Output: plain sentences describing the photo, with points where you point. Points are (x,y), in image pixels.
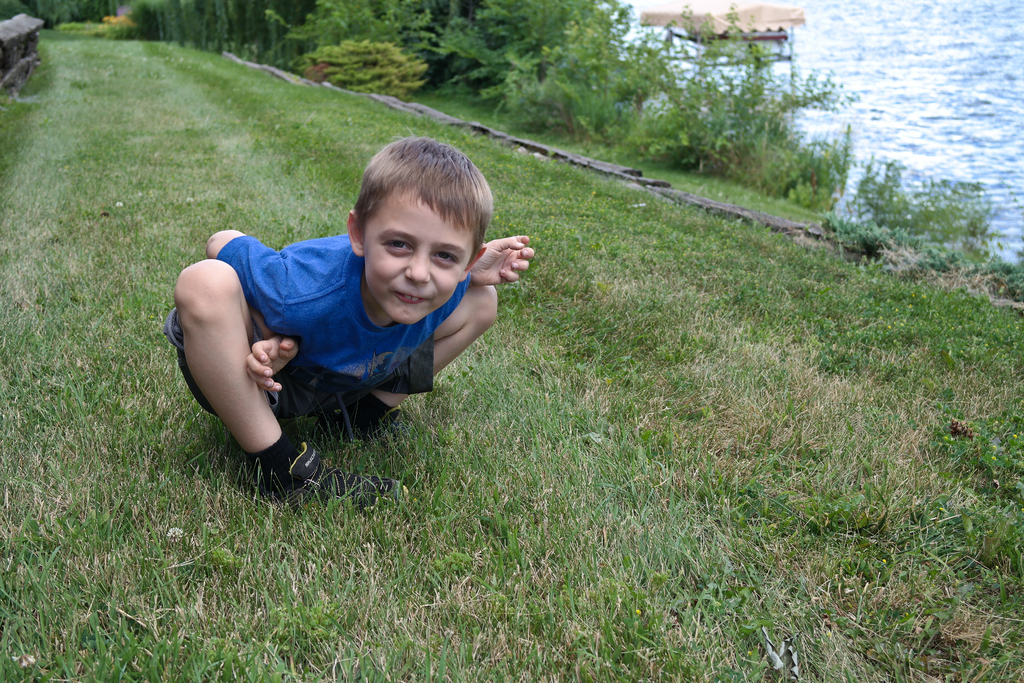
In this image I can see a boy (276,268) on grass (605,374), fence (657,184), plants (659,150) and boat (720,25) in the water (922,64). This image is taken may be during a day.
